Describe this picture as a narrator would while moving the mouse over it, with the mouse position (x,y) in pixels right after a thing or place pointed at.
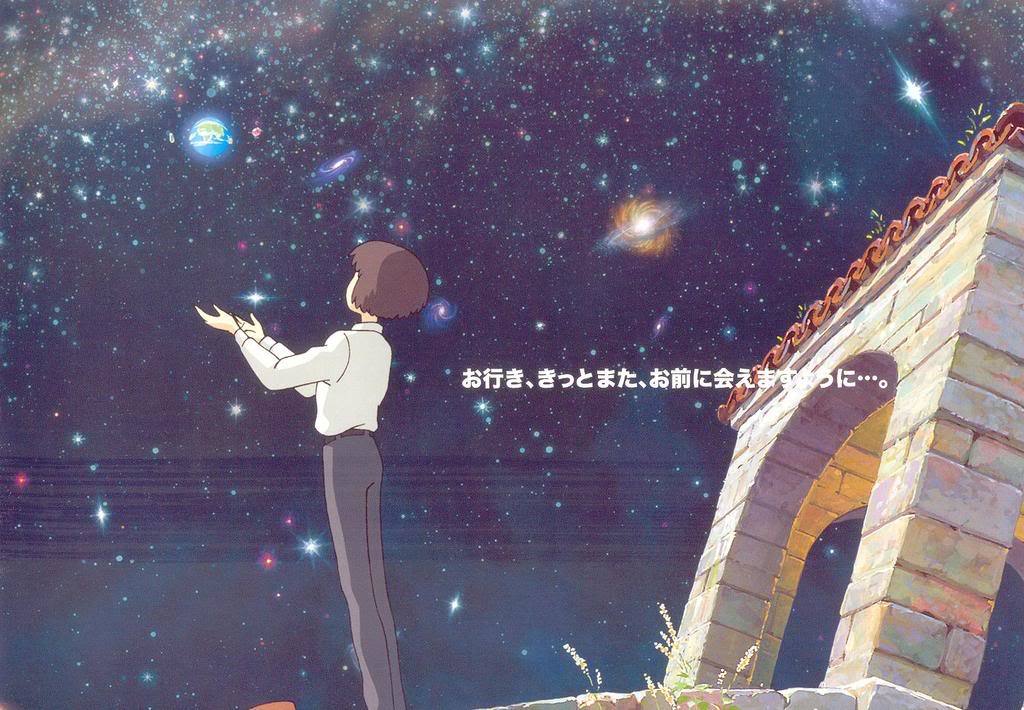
In the picture we can see a cartoon image of a boy (390,670) standing and showing his hands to the sky (129,365), the sky (187,225) is with full of stars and behind the boy (370,670) we can see a gateway (943,231).
